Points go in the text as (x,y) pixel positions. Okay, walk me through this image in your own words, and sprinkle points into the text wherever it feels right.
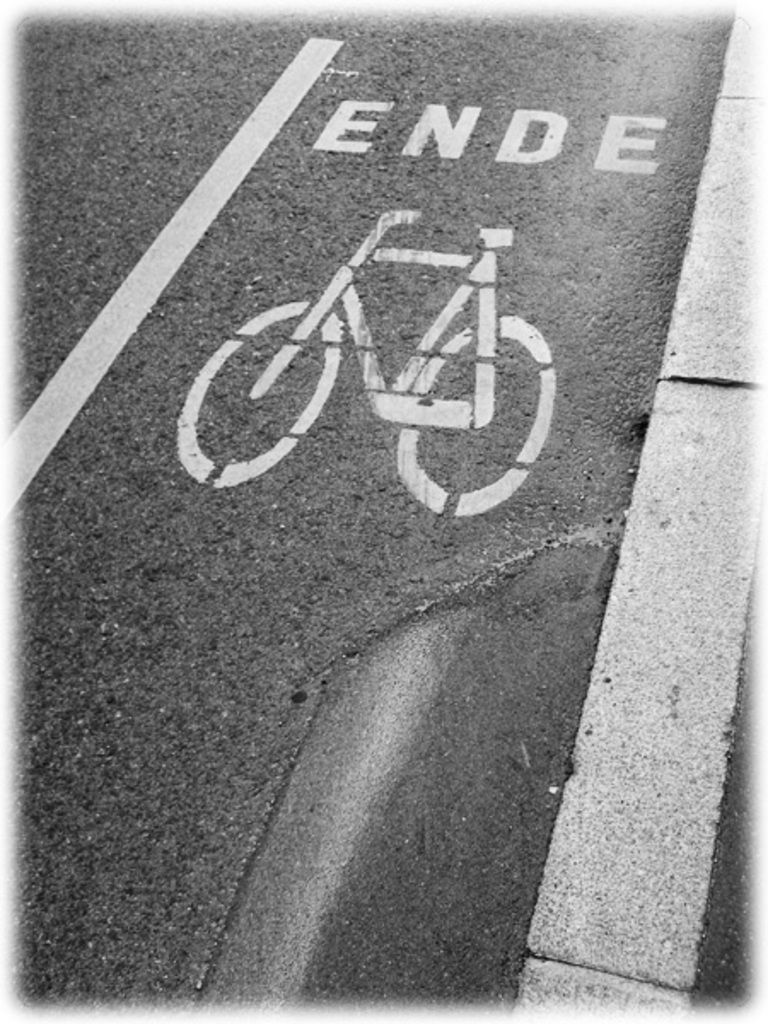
In this image in the front (388,380) and on the road (372,217) there is some text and painting (402,382) of the cycle (419,354).
